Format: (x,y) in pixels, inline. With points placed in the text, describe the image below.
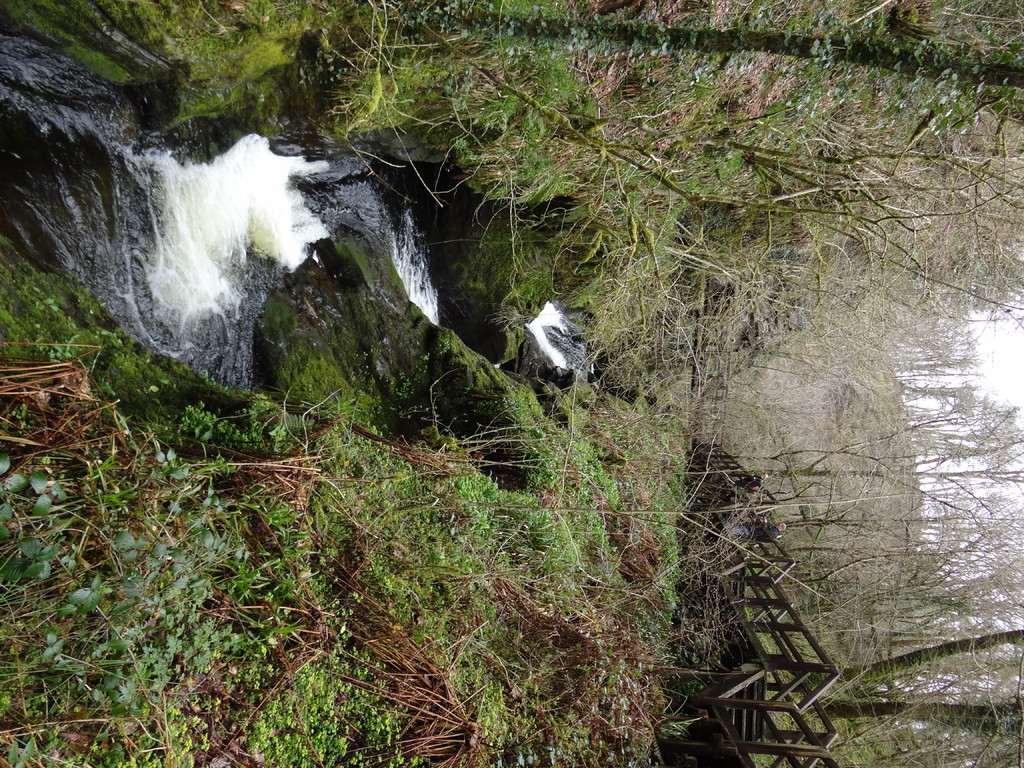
This is a rotated image, in this image there is a flow of water (221,234) in the middle of the trees (701,253) and grass (461,131), there is a wooden structure (714,704). In the background (958,520) there is the sky (947,380).
